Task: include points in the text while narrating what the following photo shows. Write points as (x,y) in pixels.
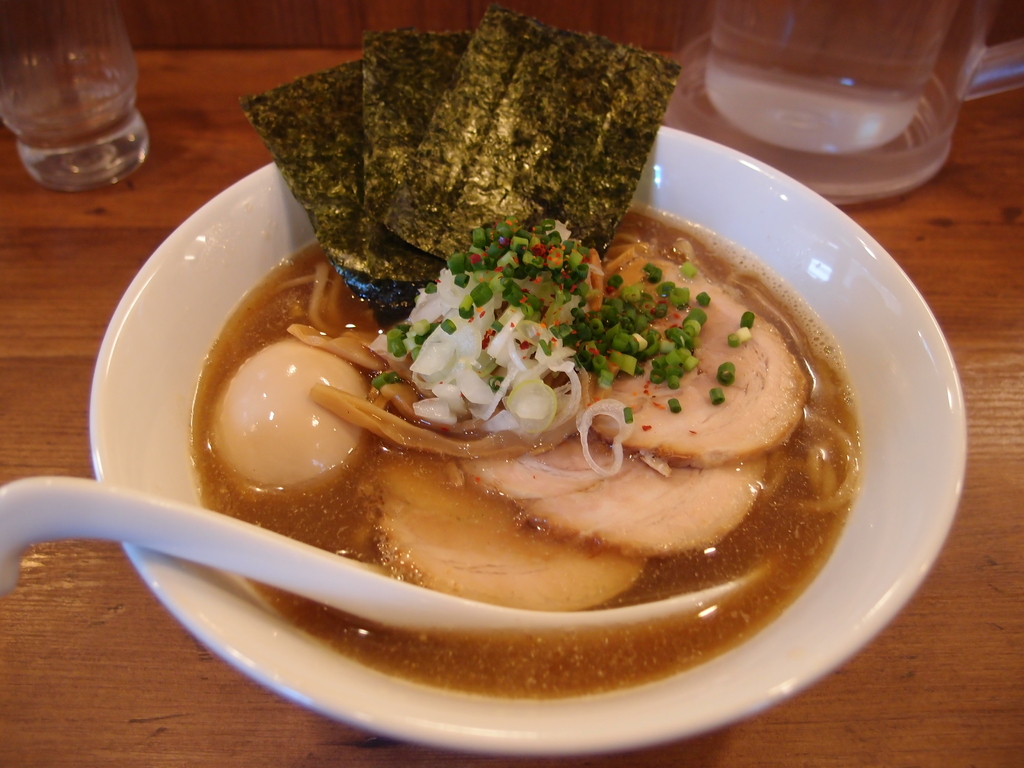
In this image we can see a food item (726,401) with spoon (60,505) in a white color bowl (669,196) is on the wooden surface (57,282). There is a jug (829,90) in the right top of the image (944,43) and a glass (89,102) on the left top of the image (77,98).
